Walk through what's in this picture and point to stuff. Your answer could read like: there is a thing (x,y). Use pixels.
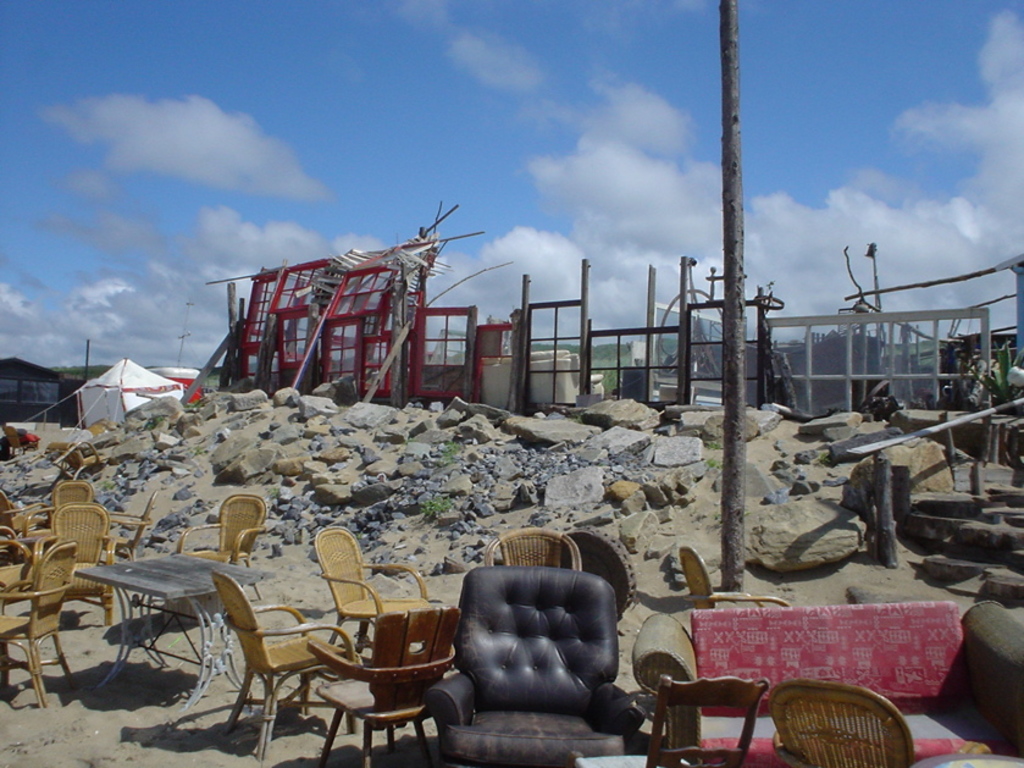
It seems to be the image is outside of the city. In the image there are chairs (334,601) and table (147,569) in background (394,498) there are some stones (217,443), buildings (59,404), tents (141,388) and sky (437,39) is on top (358,76).
